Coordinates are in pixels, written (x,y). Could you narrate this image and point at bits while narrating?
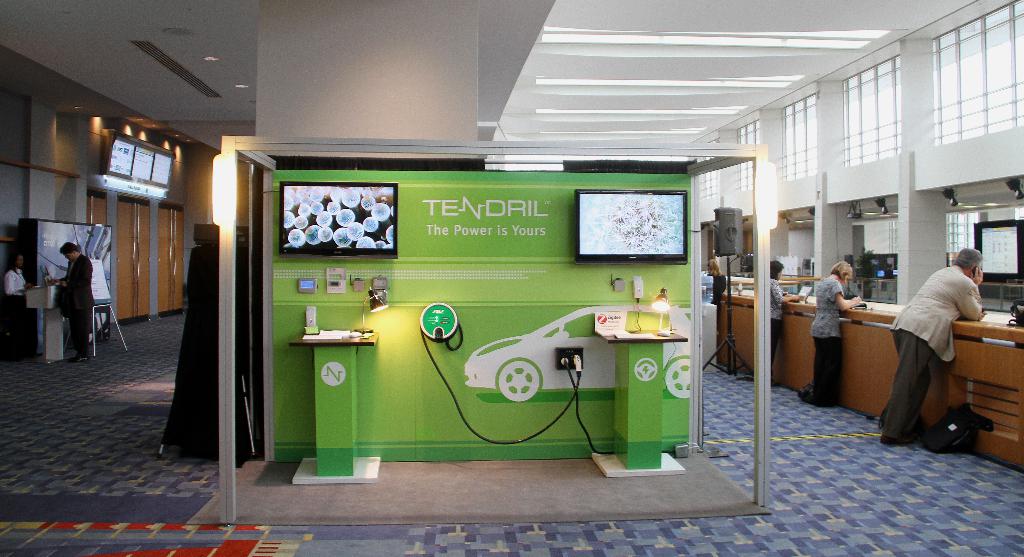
In the image we can see there are people (772,307) standing, they are wearing clothes (836,364) and shoes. This is a bag (965,426), sound box (717,251), stand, floor (86,497), windows (871,110), screen (629,252), cable wire (589,440), podium (637,376) and a poster (500,267).
